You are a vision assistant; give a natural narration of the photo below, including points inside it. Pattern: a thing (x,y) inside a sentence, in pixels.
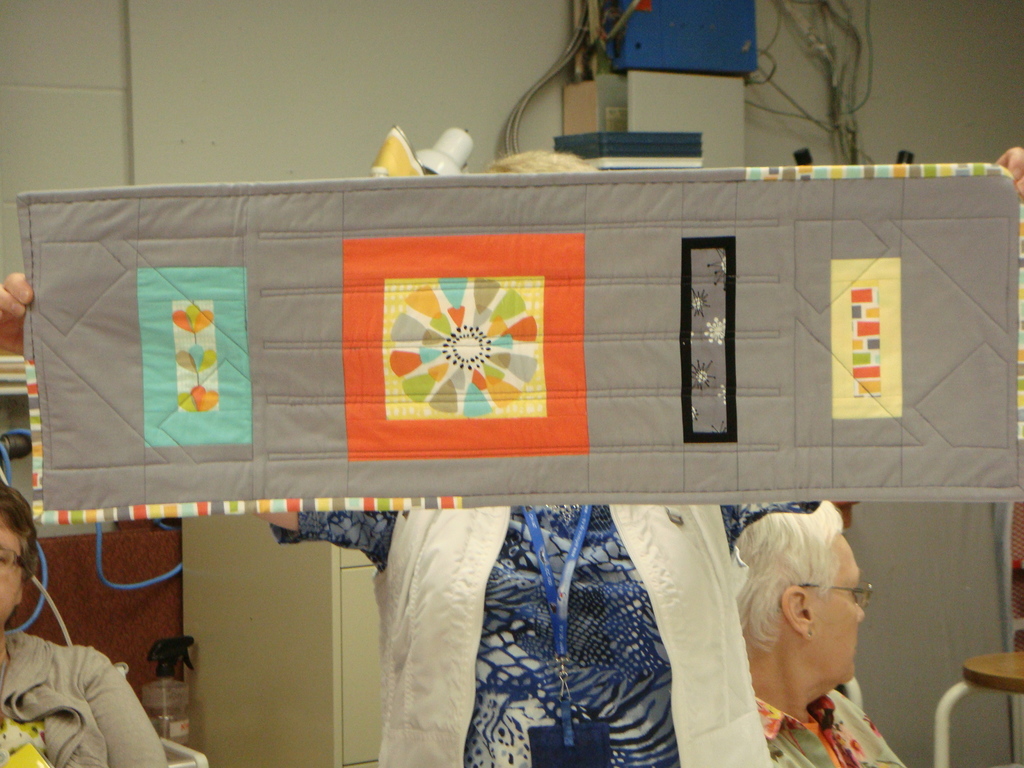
In this picture we can see a person (634,665) standing and two persons (790,662) sitting, a person (540,603) in the middle (569,433) is holding a cloth (606,350), we can see designs (543,329) on the cloth (681,364), in the background (277,98) there is a wall (289,62), we can see some wires (825,55) and boards (706,56) here, at the right bottom (1001,691) there is a table (998,686).
